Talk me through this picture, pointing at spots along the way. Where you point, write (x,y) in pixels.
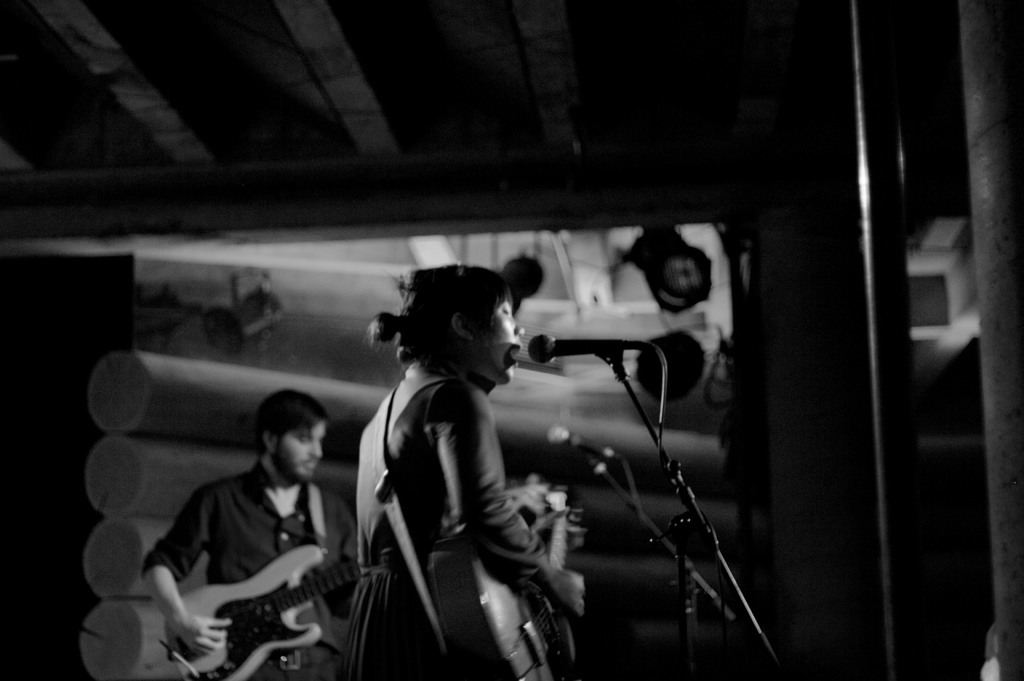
This is a black and white picture. Here we can see two persons (428,527) are playing guitar (299,595). And this is mike (545,356).
